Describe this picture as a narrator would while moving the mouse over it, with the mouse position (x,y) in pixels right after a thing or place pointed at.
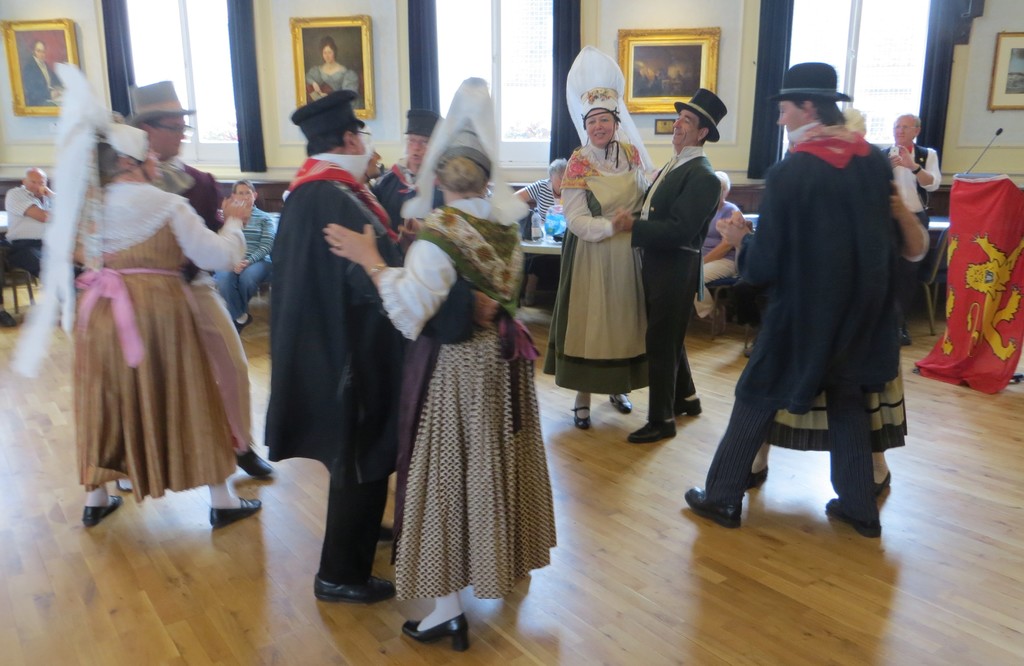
In this picture I can see group of people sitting on the chairs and there are group of people (169,145) dancing. I can see frames (997,73) attached to the wall (672,22), and in the background (1014,357) there are windows (878,15) and some other objects (418,18).
